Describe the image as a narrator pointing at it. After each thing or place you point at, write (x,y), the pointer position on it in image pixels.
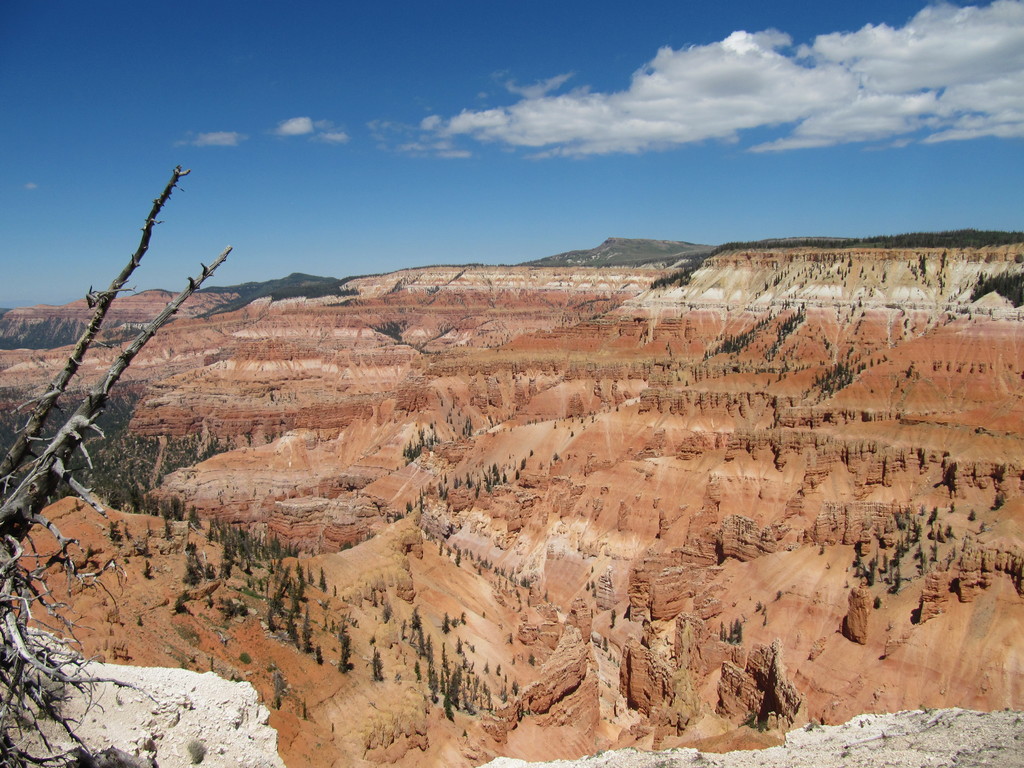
In the foreground of this image (54,481), there are branches (45,472) without leaves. In the background (443,696), there are trees (445,650), cliffs (624,336) and uneven ground (525,536). At the top (520,77), there is the sky (492,89).
